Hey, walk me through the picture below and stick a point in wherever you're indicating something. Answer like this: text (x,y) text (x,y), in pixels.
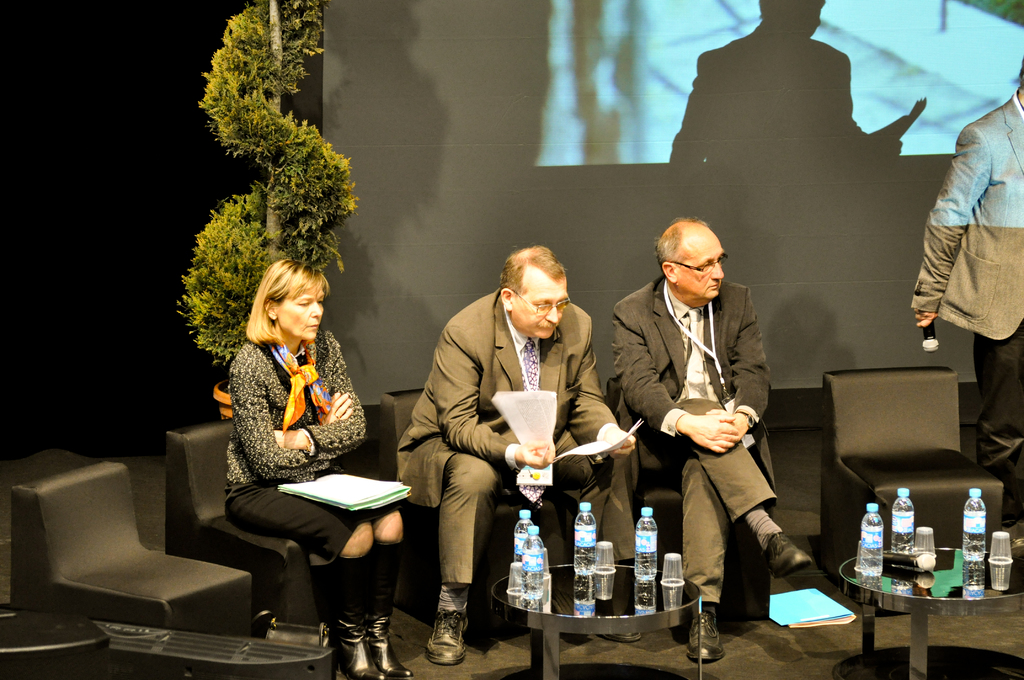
In this picture, we see three people (546,459) sitting on the chairs (178,504). The man (449,412) in brown blazer (495,353) is holding papers (601,430) in his hand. In front of him, we see tables (690,605) on which water bottles (533,551), glasses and a microphone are placed. On the right corner of the picture (962,216), the man (963,208) in grey blazer (958,231) is holding a microphone (935,338) in his hand (919,328). Behind him, we see a projector screen (702,130). Beside that, we see a plant (267,202). On the left corner (101,280), it is black in color. This picture is clicked in the conference hall (798,653).
